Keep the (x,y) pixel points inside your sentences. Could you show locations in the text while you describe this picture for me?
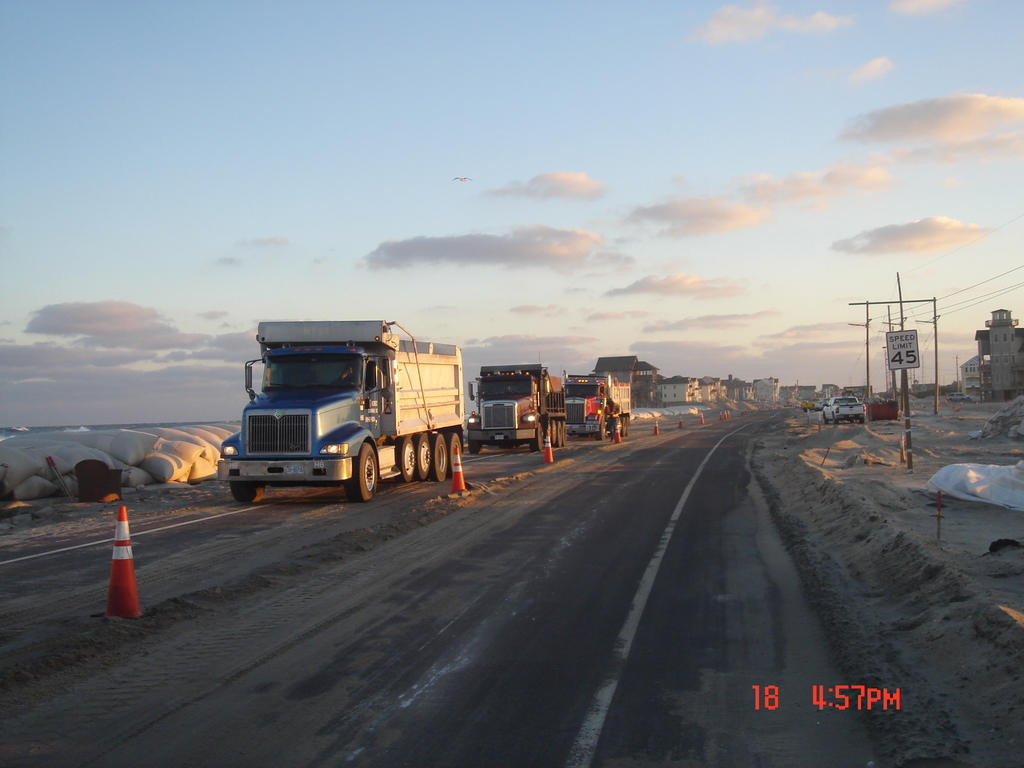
In the center of the image (601,389) there are trucks (451,454) on the road (371,523). On the right side of the image (712,389) we can see vehicle (810,408), sign board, buildings (1017,385) and sand (970,529). On the left side of the image (17,430) we can see sea (110,429). In the background (865,298) there are buildings (639,385), sky (492,115) and clouds (852,247).
